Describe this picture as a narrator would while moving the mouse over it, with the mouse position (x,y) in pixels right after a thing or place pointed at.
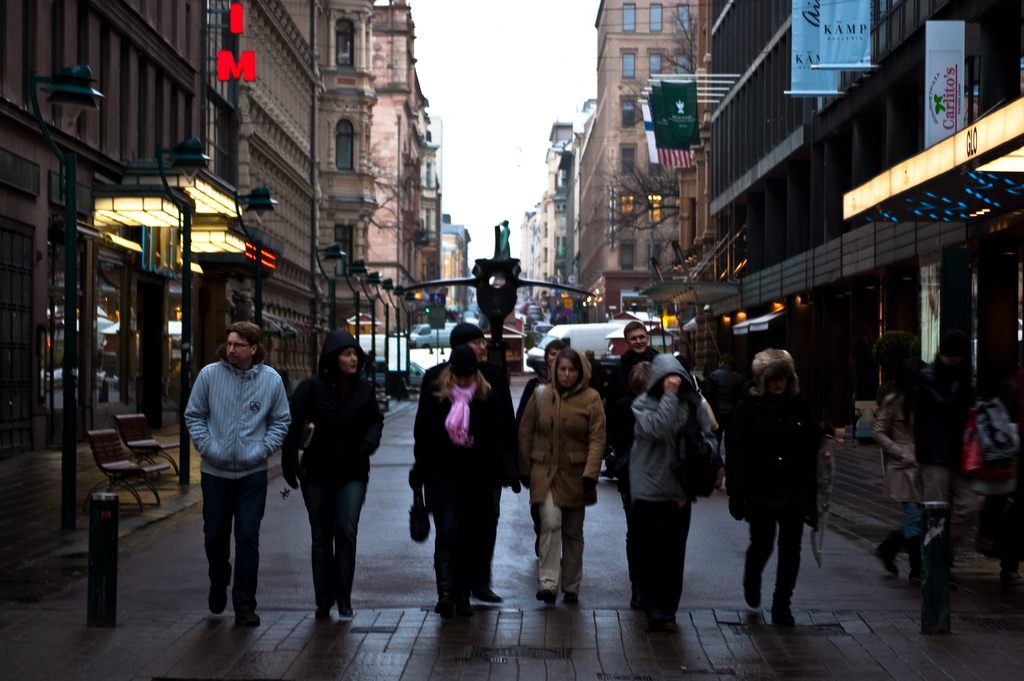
In this image in the center (381,415) there are persons (336,456) walking. In the background (150,425) there are empty chairs (138,415), there are poles (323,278), buildings (392,210). On the right side of the building (751,105) there are flags (818,56) hanging and there is a board (952,94) with some text (952,81) written on it.
